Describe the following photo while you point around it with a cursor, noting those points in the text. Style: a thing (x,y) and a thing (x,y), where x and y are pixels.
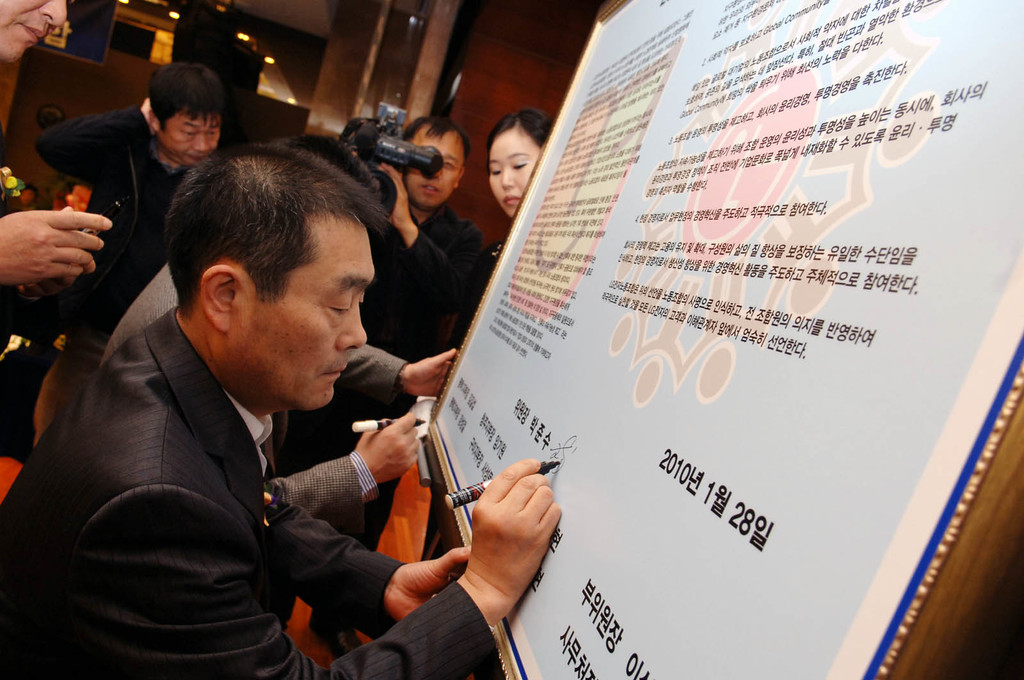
In this image I can see the group of people (130,407) with black and grey color dress (425,249). I can see few people (231,465) holding the pens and one person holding the camera (353,142). In-front of these people (321,225) I can see the board (666,229) and text (584,226) written on it. In the background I can see the lights (242,32).
